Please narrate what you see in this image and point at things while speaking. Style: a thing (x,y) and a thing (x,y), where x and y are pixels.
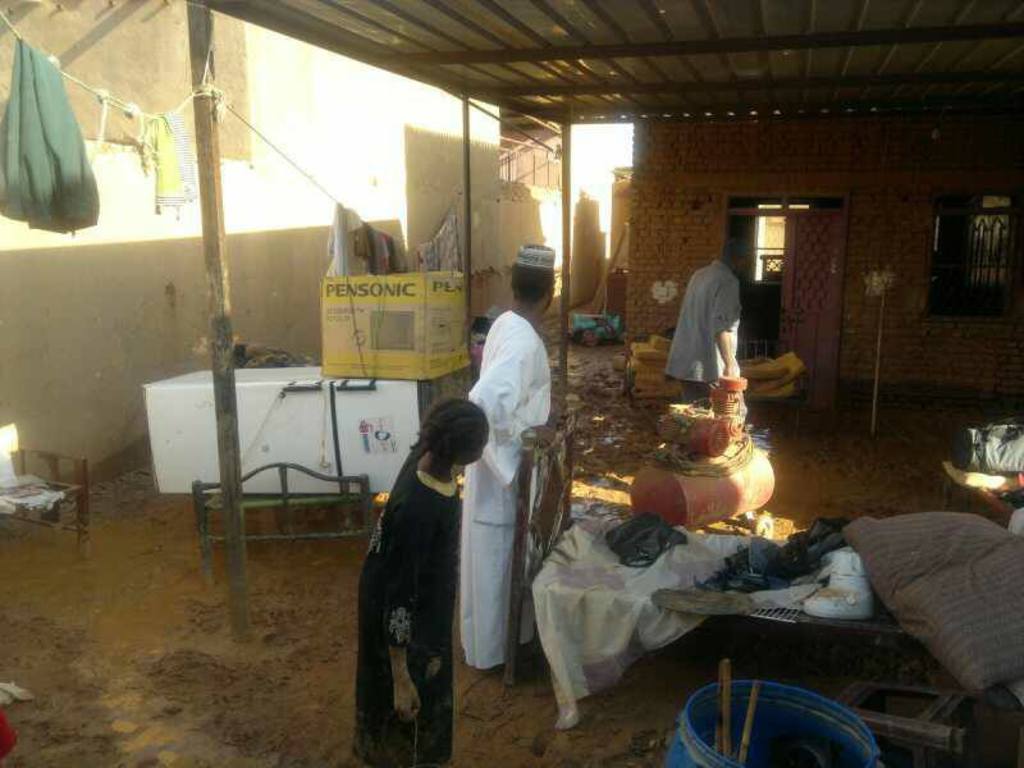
Here in this picture we can see some people (445,431) standing on the ground (350,602) and above them we can see a shed (597,82) present on poles (209,59) and we can see a bed (663,603) on which we can see some things (747,537) present and we can also see some boxes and refrigerator (362,411) present on another bed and we can see clothes (57,103) hanging on the rope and in the middle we can see a door (788,259) of a house (788,293) and we can also see a window (966,277) present.
